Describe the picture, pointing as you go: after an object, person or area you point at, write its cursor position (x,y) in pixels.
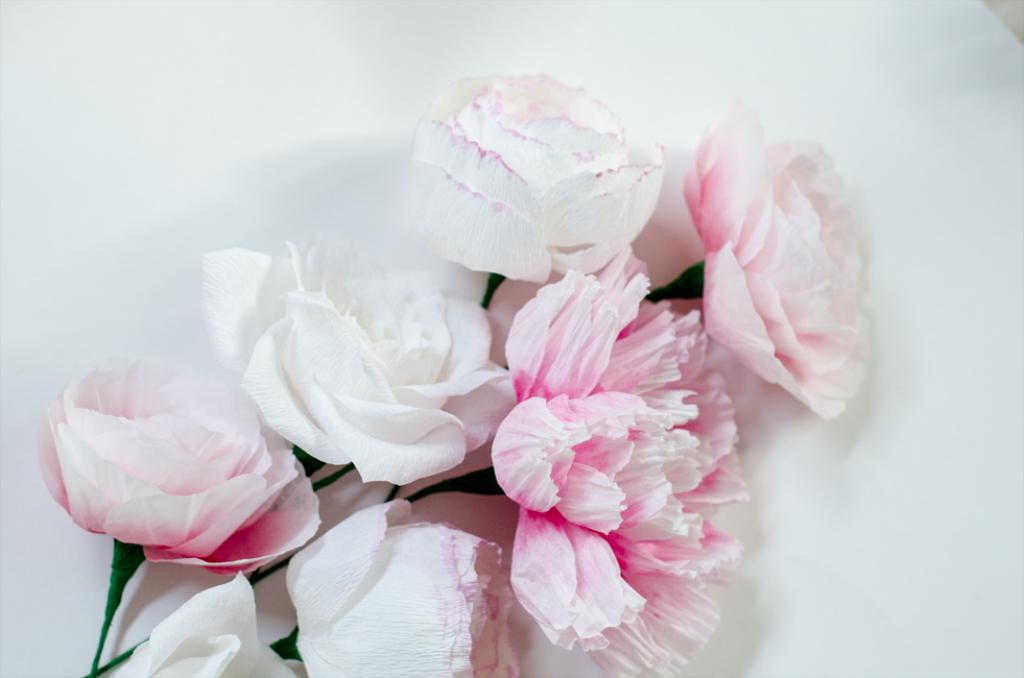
In this image there are white and pink colored flowers (435,363) are in middle of this image (388,237) and there is a white color background (886,539) in this image.
